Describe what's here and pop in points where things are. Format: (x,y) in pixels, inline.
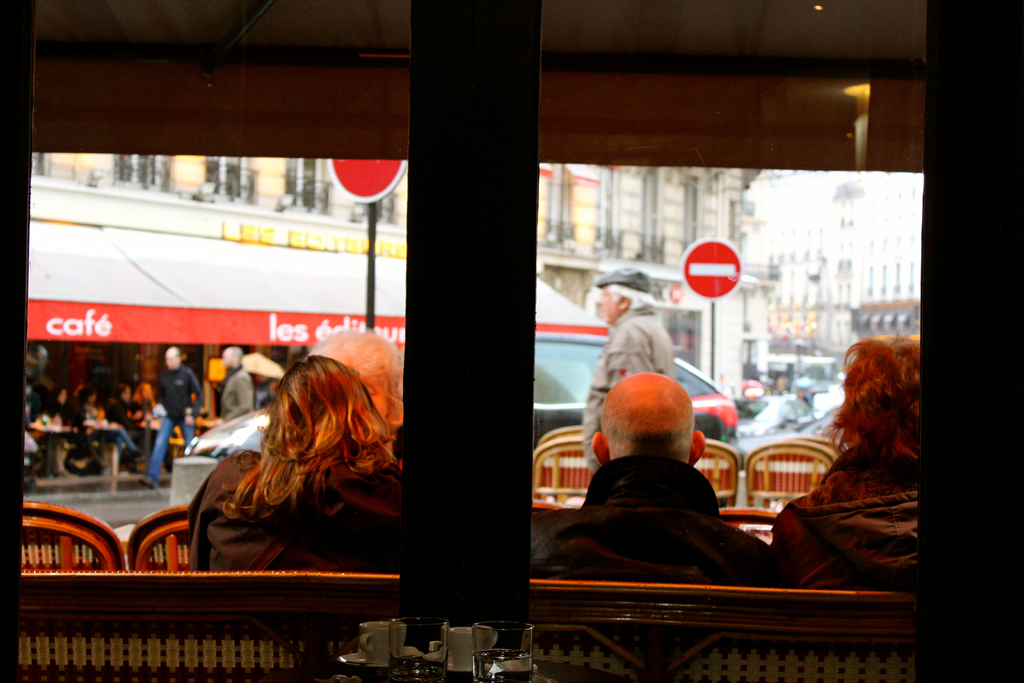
This image is clicked from behind the glass (656,484). At the bottom (441,652) there are glasses (425,636) and cups (472,639) on the table (404,660). Outside the glass (308,316) there are people (303,444) sitting on the chairs (183,532). In front of the people (368,351) there are vehicles (805,362) moving on the road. In the background (387,211) there are buildings (747,183) and sign boards (706,266).
